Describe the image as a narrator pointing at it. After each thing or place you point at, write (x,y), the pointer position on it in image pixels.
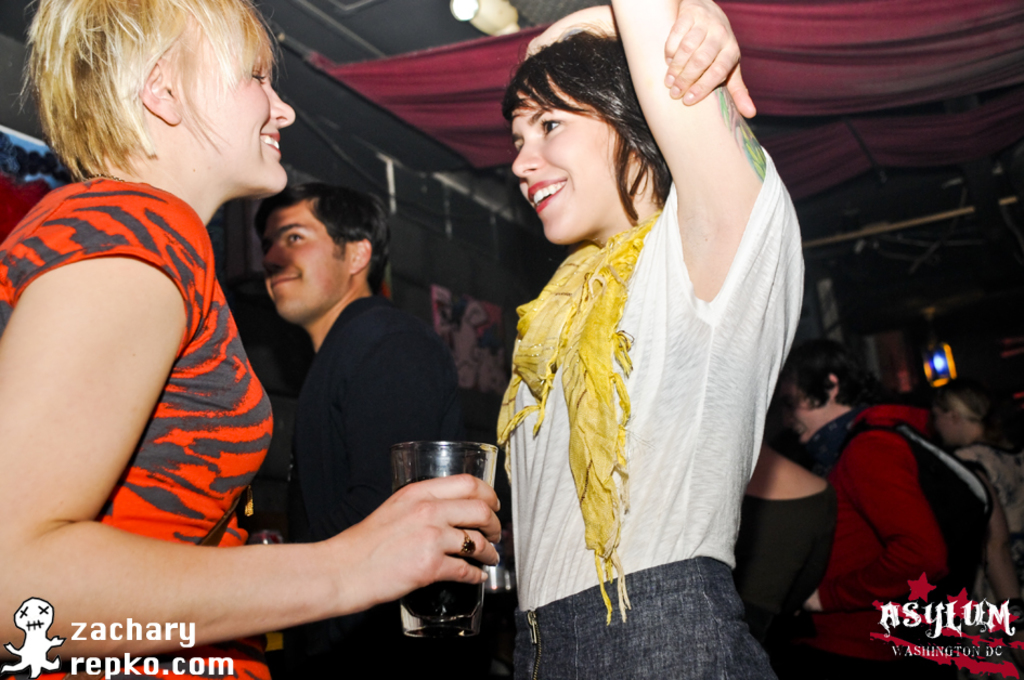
In this image in the front (207,501) there is a woman (159,511) standing and holding glass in her hand (378,524) and smiling and on the right side (728,360) there are persons (665,386) standing and smiling. In the background (893,84) there is cloth (902,91) hanging which is red in colour and there are stands (923,260) and there are some text (963,635) written on the image.
